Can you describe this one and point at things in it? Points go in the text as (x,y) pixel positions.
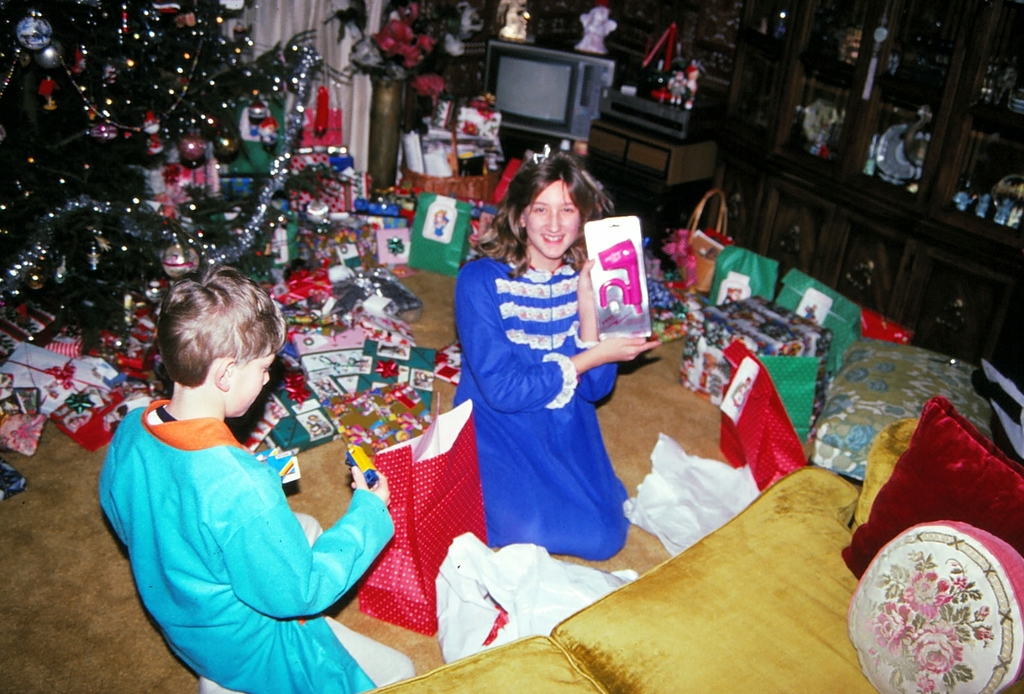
In the image we can see there are people (180,388) sitting on the ground (106,576) and they are holding objects (617,323) in their hand (630,342). Behind there is a decorated christmas tree (200,207) and there are gifts (356,356) kept on the floor (74,446). There is a sofa (830,613) and there are cushions (991,623) kept on the sofa (730,642). There is a tv (587,79) kept on the table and there are decorative items (818,125) kept in the glass door racks (803,117).
